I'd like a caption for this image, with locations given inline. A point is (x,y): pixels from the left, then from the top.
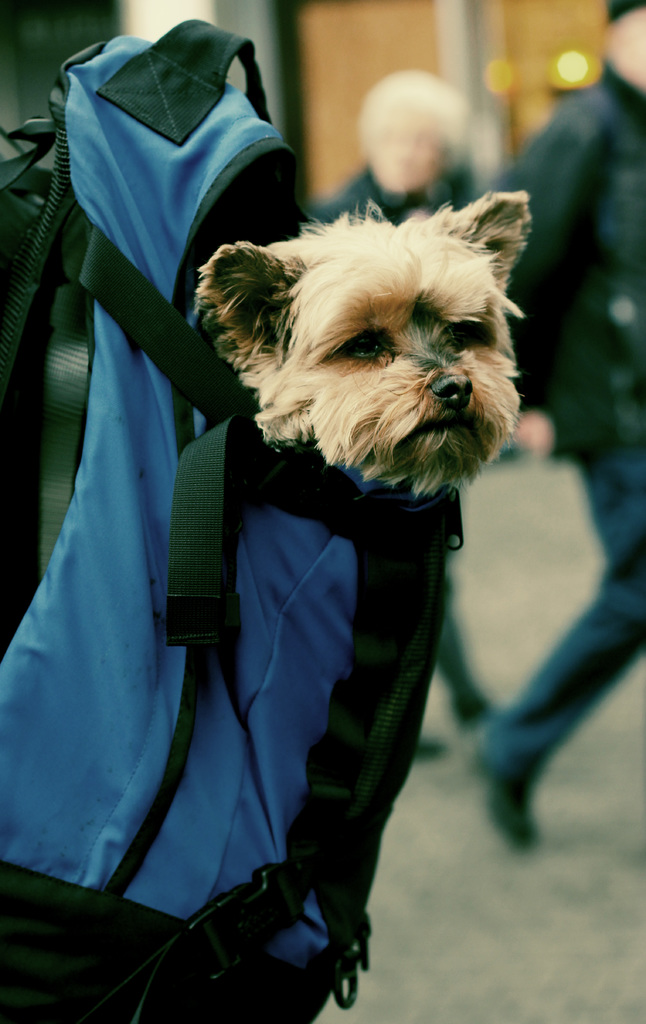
In this image in the foreground (220,480) there is one bag (201,555), in that bag (179,999) there is one puppy (421,331) and in the background (446,178) there are two persons (436,179) who are walking and also there is a building (413,40). At the bottom (448,914) there is a road (504,928).
